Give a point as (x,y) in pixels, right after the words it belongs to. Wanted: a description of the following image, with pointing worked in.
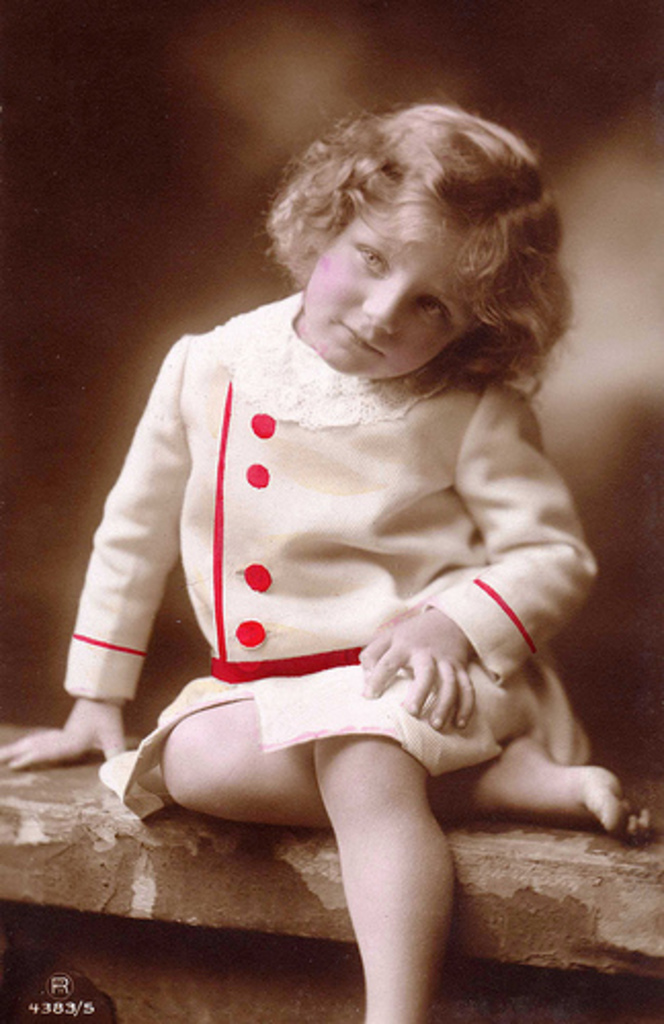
In this image I can see the person (459,652) sitting and the person (459,652) is wearing red and white color dress (299,607) and I can see the blurred background (44,101).
